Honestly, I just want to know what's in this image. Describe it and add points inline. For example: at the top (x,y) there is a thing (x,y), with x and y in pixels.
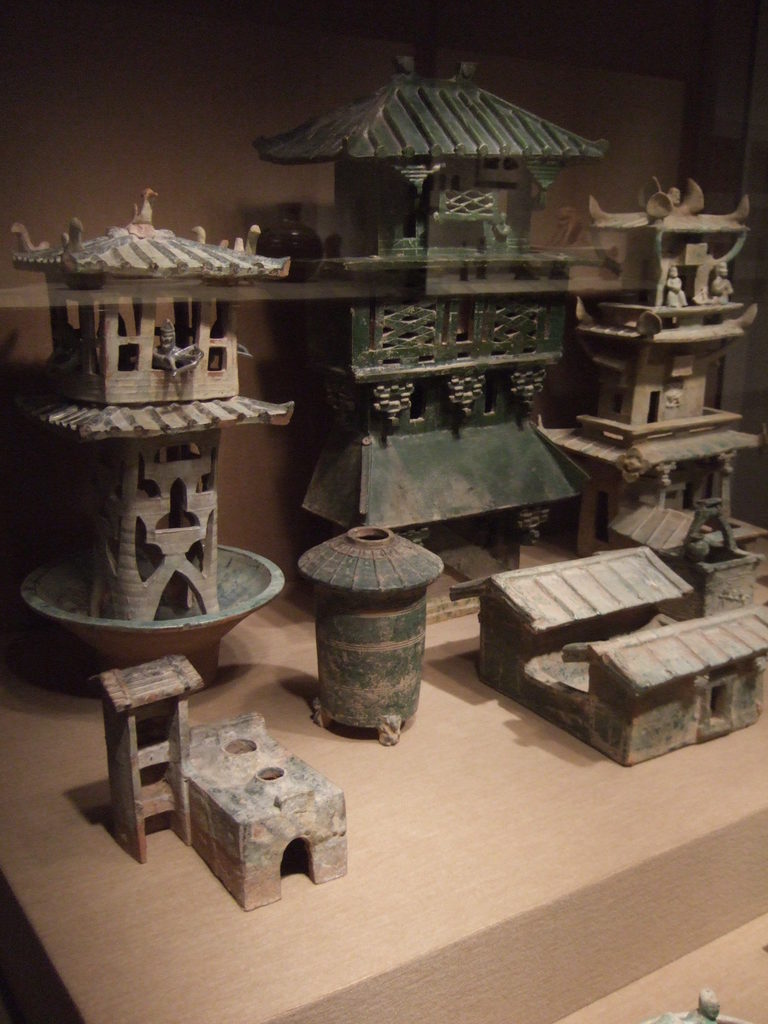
In this picture we can see miniature buildings (388,635) on the platform (412,749) and we can see a wall (753,174) in the background (267,528).
